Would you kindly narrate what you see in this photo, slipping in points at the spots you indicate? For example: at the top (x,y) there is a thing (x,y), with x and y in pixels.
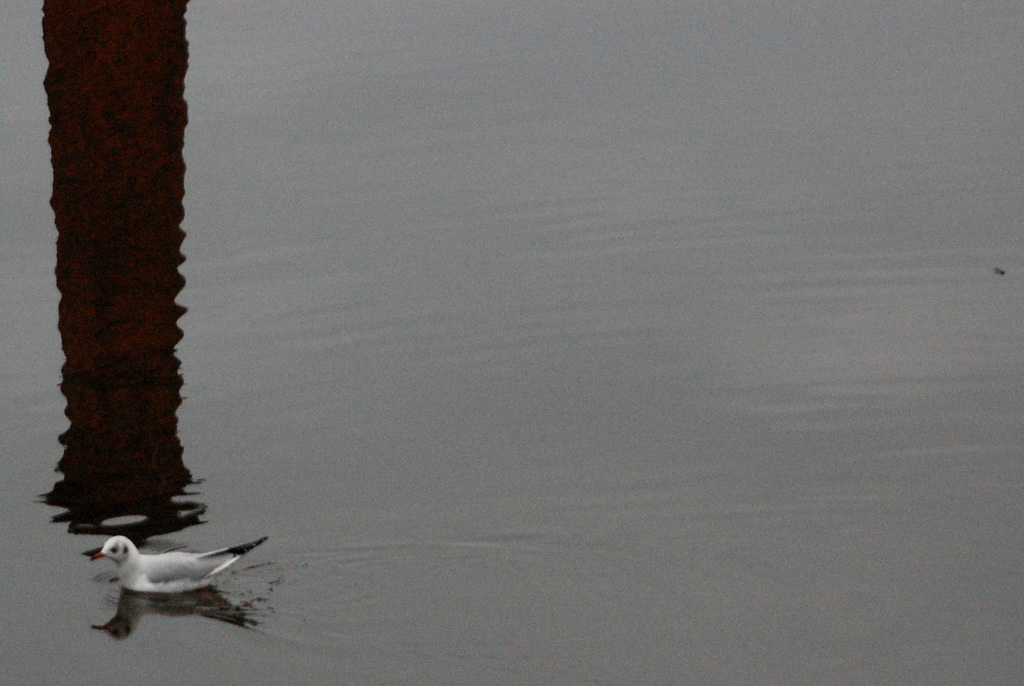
In this image, we can see a bird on the water (571,476) and there is a shadow (135,224).
